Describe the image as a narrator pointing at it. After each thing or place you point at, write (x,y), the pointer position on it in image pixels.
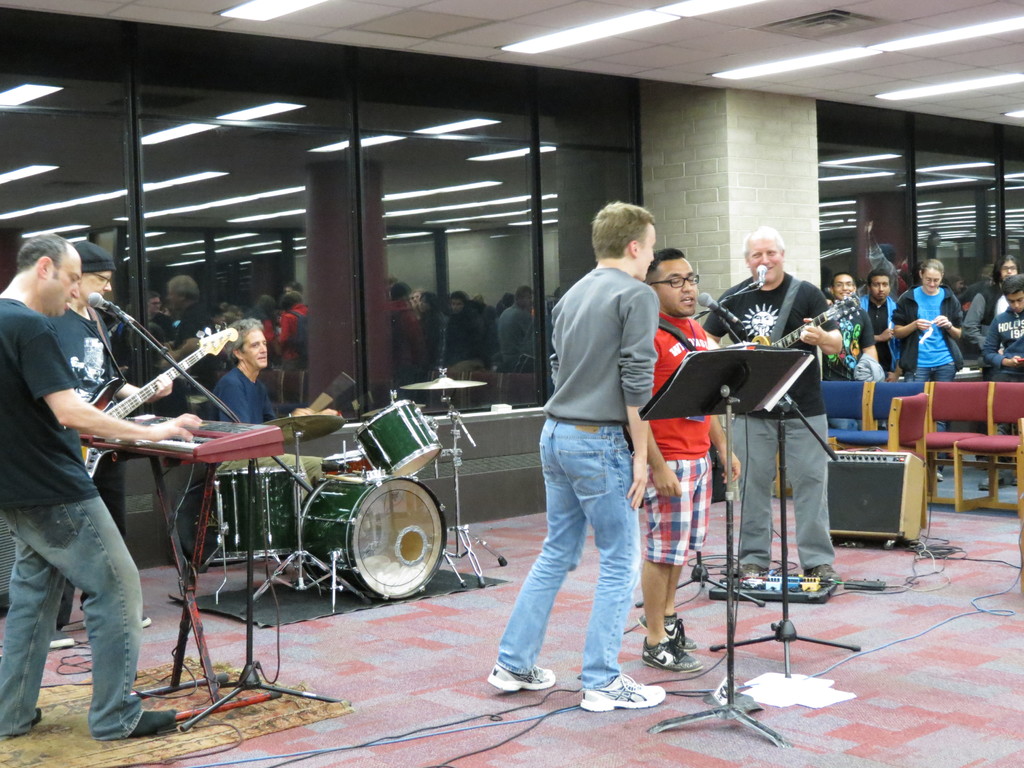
In this picture we can see a floor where some are playing musical instruments (193,442) such as guitar (176,372), piano (242,443), drums (391,460) and here in middle (666,332) two men (638,333) are singing on mic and in the background (656,213) we can see wall (741,186), some more persons (882,338) looking at them, chairs (958,508), wires (987,558).
